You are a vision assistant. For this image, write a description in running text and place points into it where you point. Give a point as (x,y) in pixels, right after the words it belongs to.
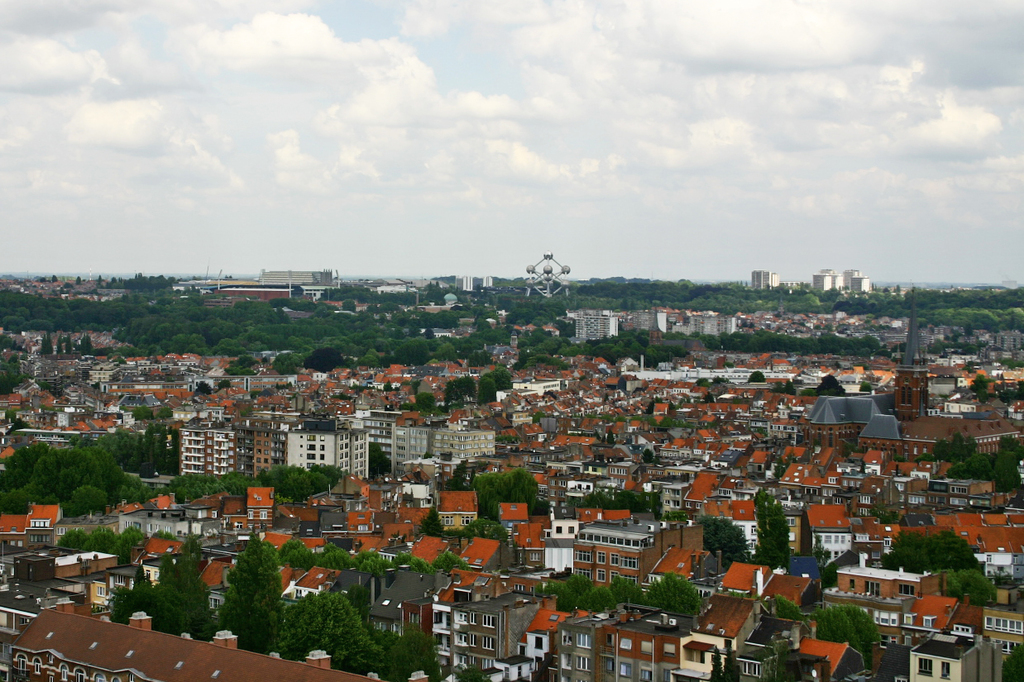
In this image we can able to see a city (531,447) with houses (590,441), buildings (730,488), and trees (329,316), and we can see the clouded sky (728,115).
